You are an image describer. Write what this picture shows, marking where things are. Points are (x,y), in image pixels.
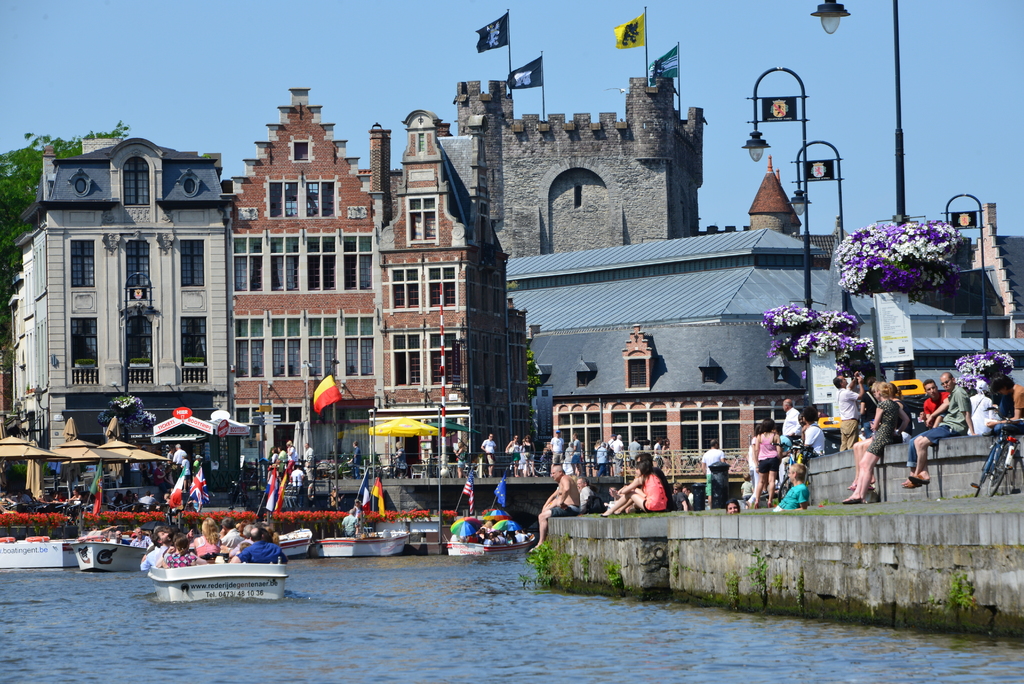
There are people (245,560) sitting on the boats (343,544), which are on the water surface (56,658) and other people (866,468) on the right side (795,428), there are buildings (540,166), flags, umbrellas (390,424), poles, people (455,454), trees (2,346) and the sky (94,117) in the background (226,116).
